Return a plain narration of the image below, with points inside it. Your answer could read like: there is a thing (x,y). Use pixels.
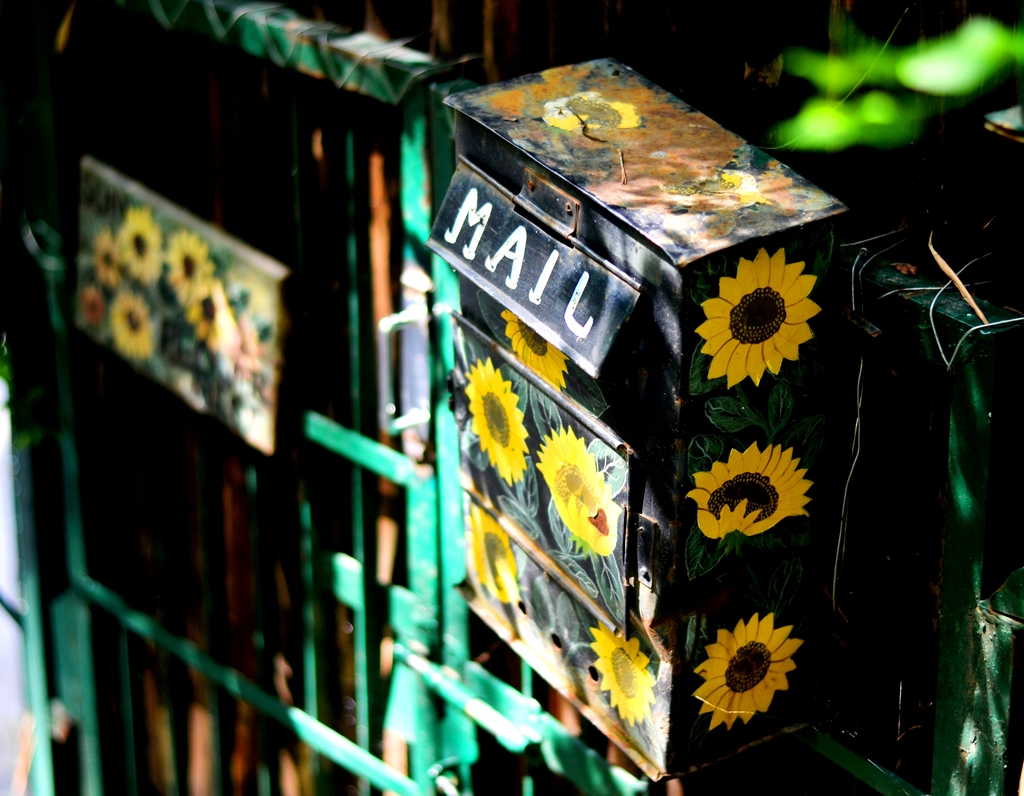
In this image there is a post box (671,389) and a board (216,322) is hanging on the gate (977,455), at the top right side of the image (910,122) there are leaves (884,97).
